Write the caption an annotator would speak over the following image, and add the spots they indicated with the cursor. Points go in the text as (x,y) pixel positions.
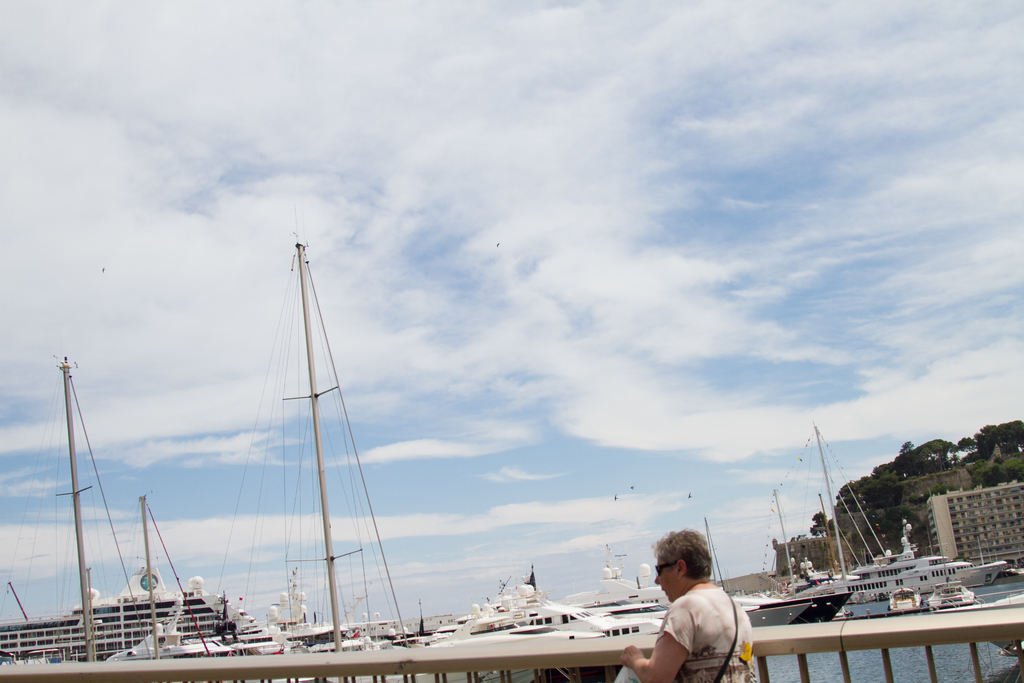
In this image we can see a person (710,625) wearing goggles (667,565) and a bag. On the left side (167,618), we can see group of boats (231,644) placed on the water (903,659). To the right side (954,529), we can see a building (985,529). In the background (890,485), we can see a group of trees (922,462) and a cloudy sky (747,429).
